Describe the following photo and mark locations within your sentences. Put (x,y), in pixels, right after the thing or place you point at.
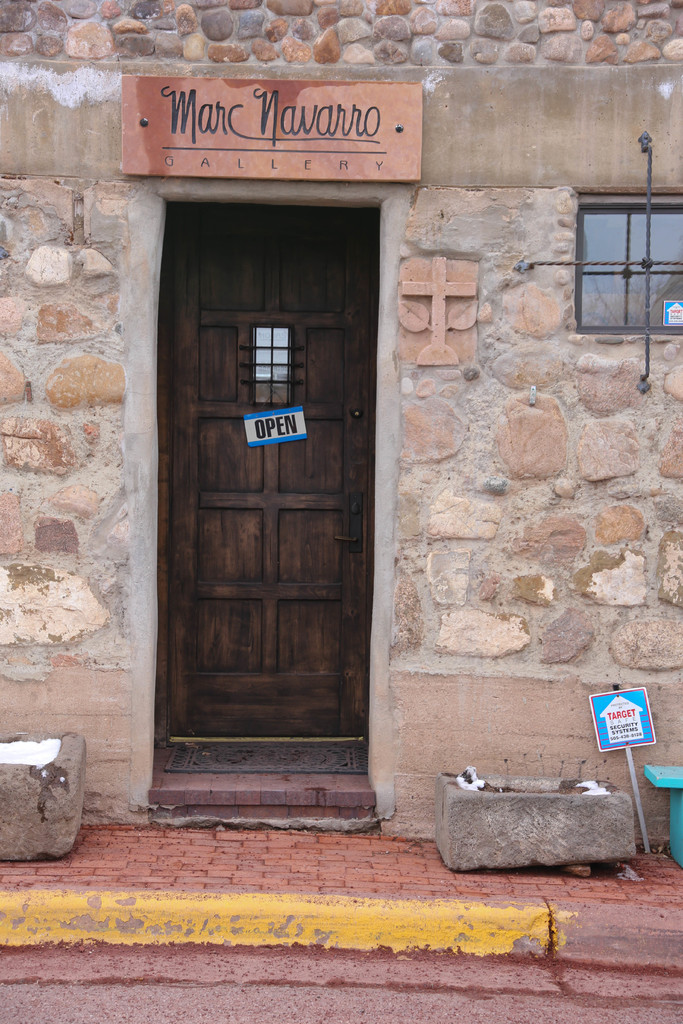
In this image we can see a small board (293,434) on the door (358,470), name board (166,152) on the wall (352,16), window (640,208) on the right side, mat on the floor (159,752), rocks (1,858) on the footpath (23,877), board (637,716) on a stick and an object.
